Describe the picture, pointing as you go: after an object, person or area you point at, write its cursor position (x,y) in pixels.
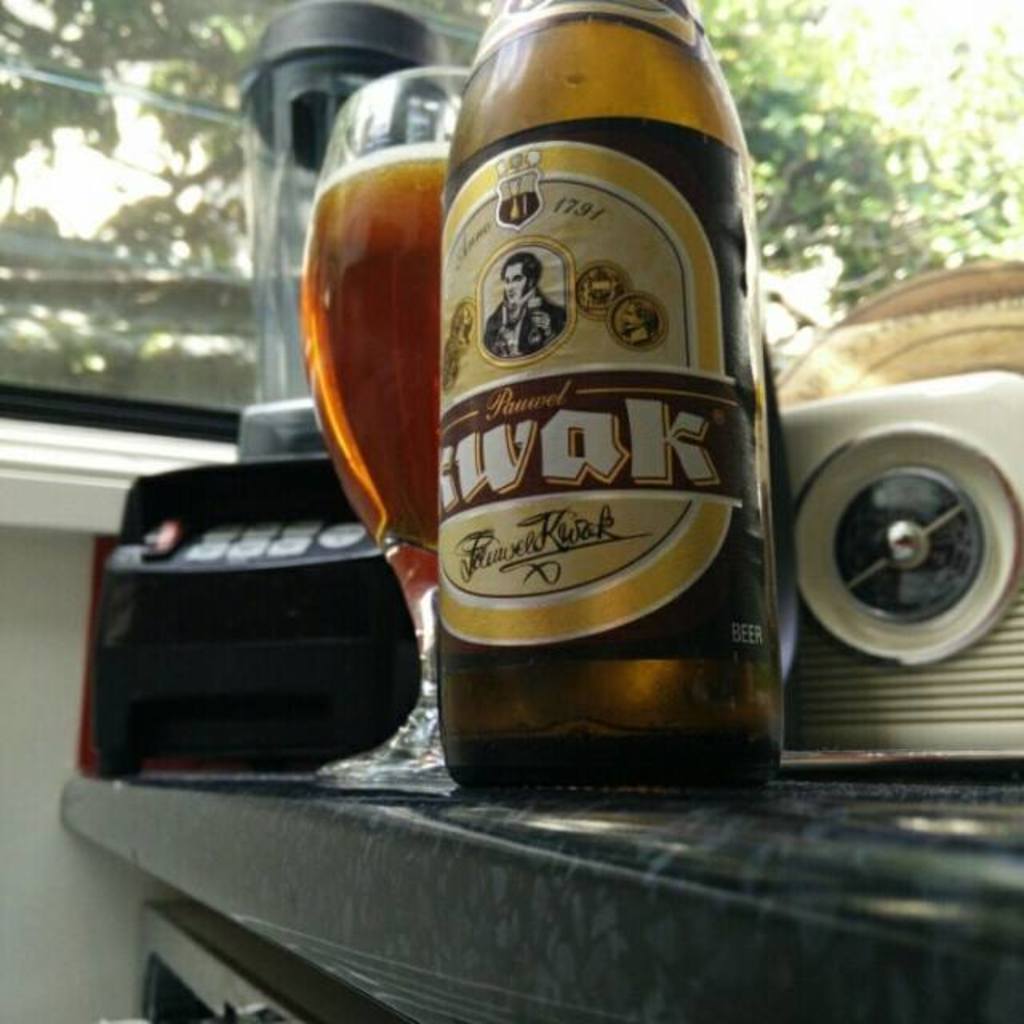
There is a counter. There is a wine glass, bottle (595,610) on a counter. We can see in background (102,398) window (55,159) and tree (782,132).
